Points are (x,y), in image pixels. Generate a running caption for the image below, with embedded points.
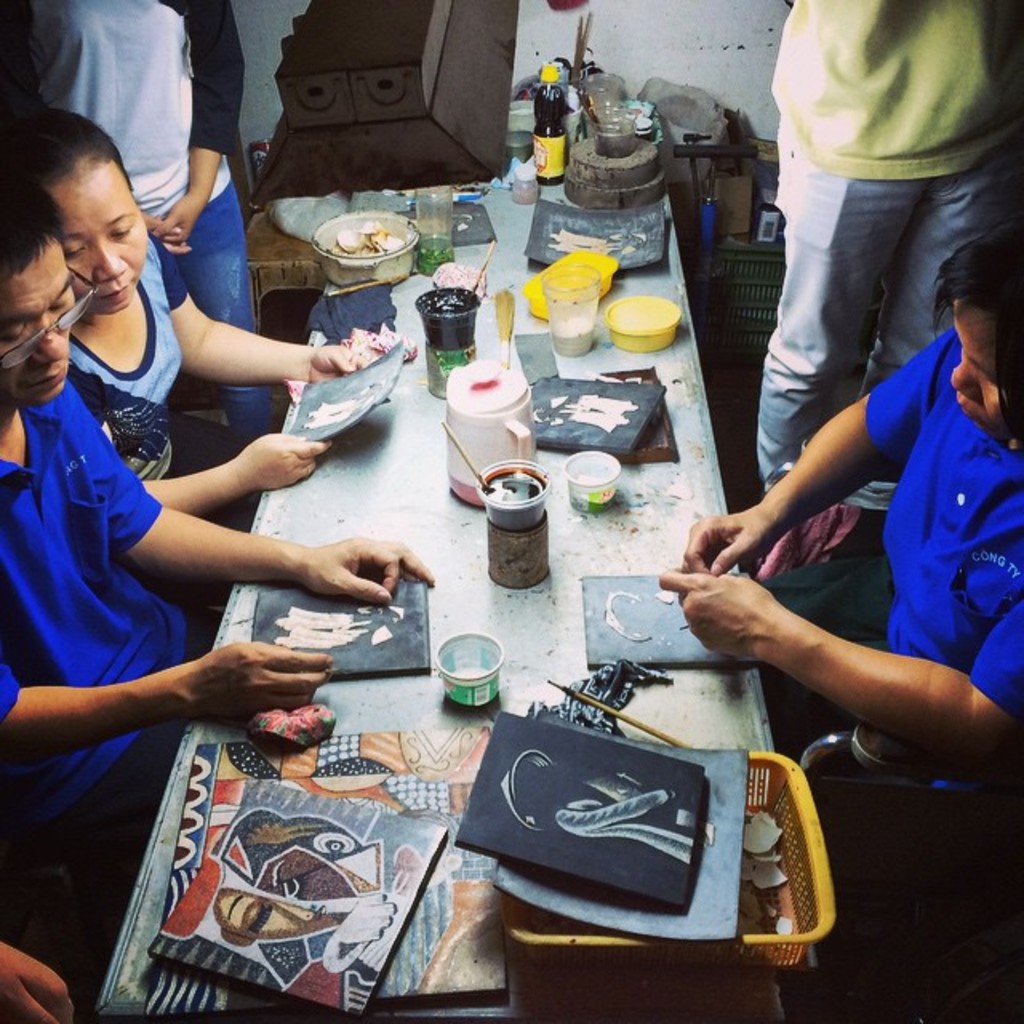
This picture shows few people (929,527) seated and couple of them are standing and we see they are painting and we see few cups (602,276), brush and a bottle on the table (612,569).
